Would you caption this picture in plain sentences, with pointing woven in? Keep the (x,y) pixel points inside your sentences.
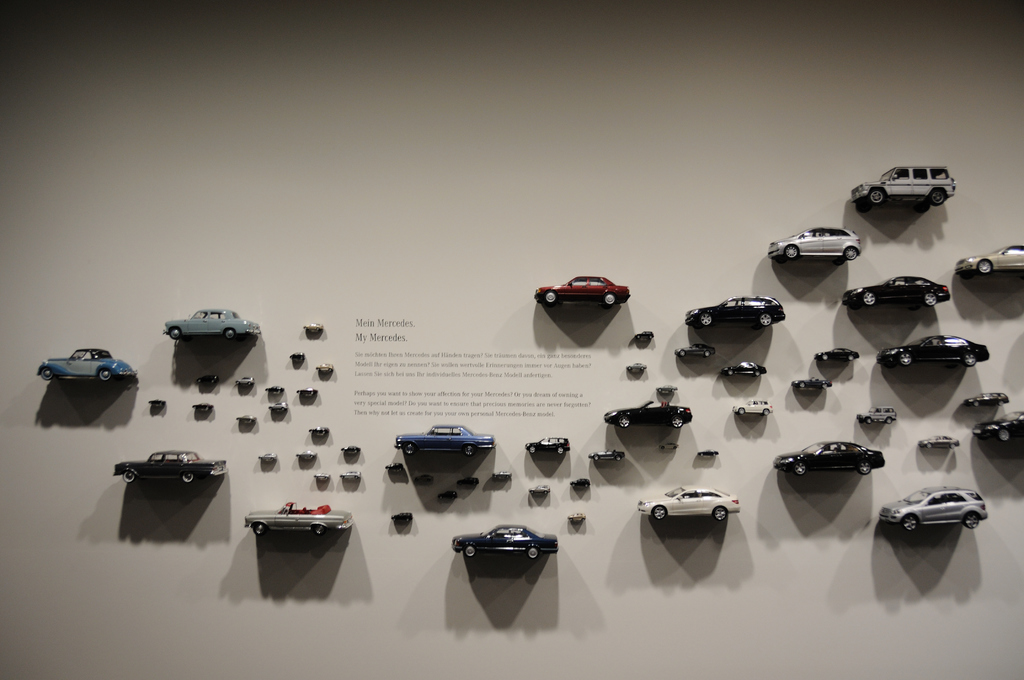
In this image in the center (620,301) there are some toy cars (955,367) which are stick to the wall (492,412), and there is a text (433,382) in the center (477,373) and there is a white background (307,576).
